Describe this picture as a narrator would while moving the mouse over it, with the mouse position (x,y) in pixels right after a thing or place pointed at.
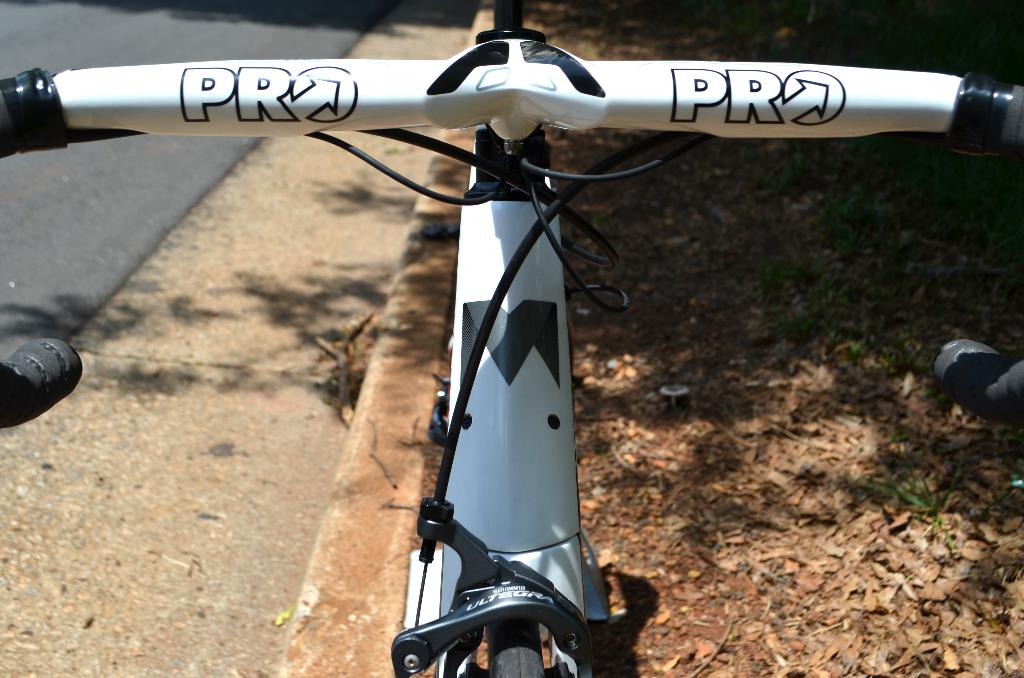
In this picture it looks like a cycle (550,447) in the middle (481,401), on the left side (151,135) I can see a road (154,241).
